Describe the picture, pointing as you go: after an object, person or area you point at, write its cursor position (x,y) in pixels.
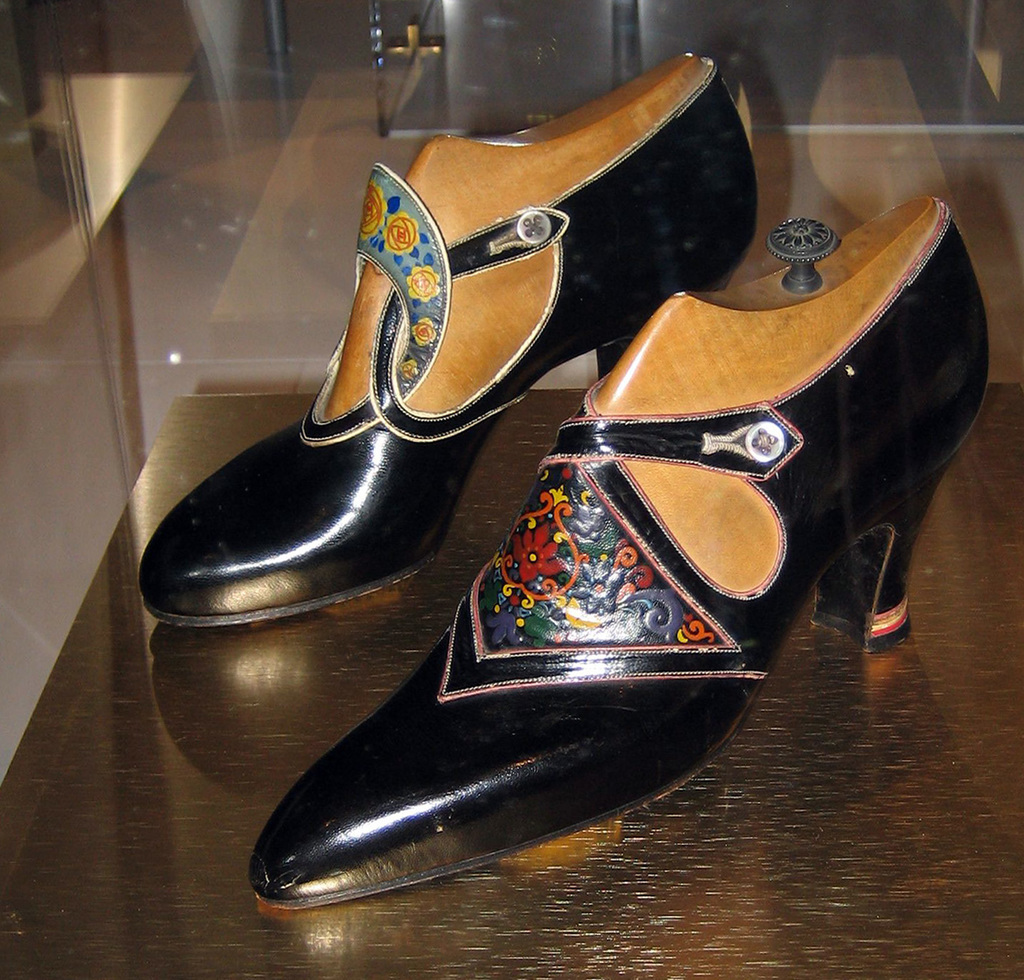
In this image there is a table (287,704) truncated towards the bottom of the image (270,657), there is a footwear (453,485) on the table (246,771), there is a glass (62,487) truncated towards the left of the image (27,386), there is a glass (929,78) truncated towards the top of the image (551,77), there is a glass (932,151) truncated towards the right of the image (988,179).
